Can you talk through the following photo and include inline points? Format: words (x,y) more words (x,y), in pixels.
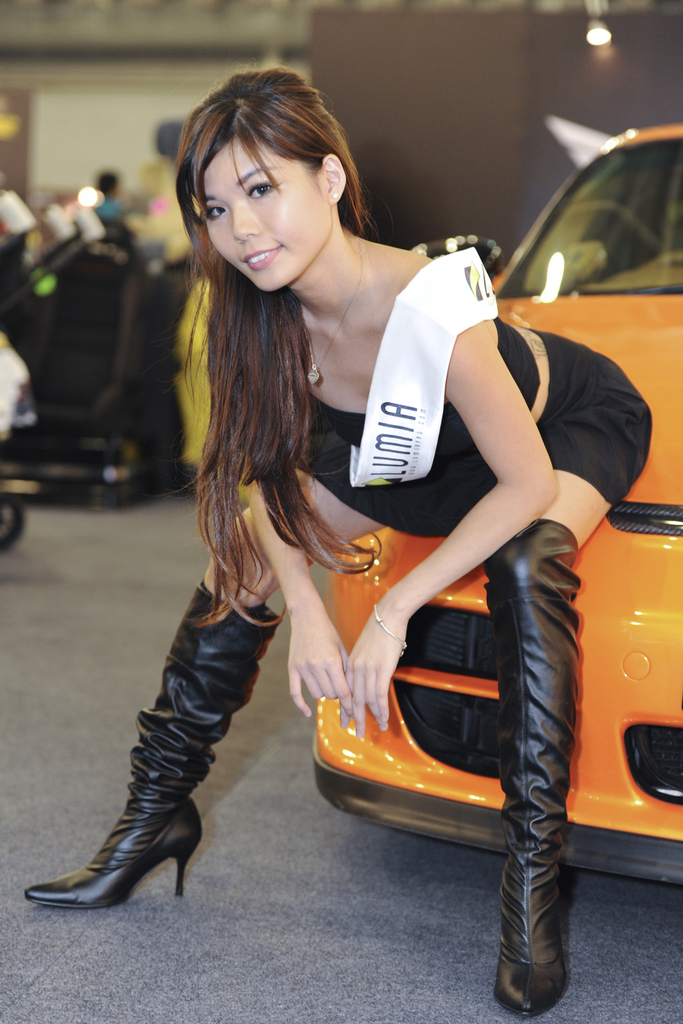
In the picture we can see a woman (239,666) leaning on the car (590,639) which is orange in color and she is wearing a black top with a heel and smiling and in the background (535,153), we can see a wall (523,149) with some people (177,250) standing and to the ceiling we can see a light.
